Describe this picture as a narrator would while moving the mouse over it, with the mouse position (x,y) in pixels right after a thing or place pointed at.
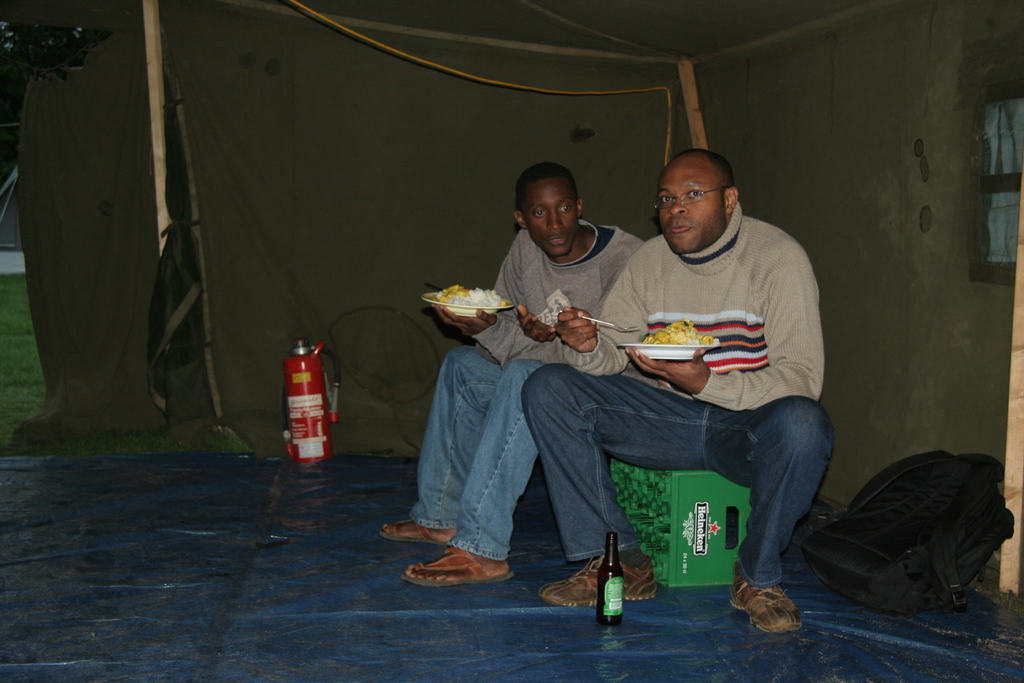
In this picture we can see two persons (557,326) sitting on a platform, they are holding food items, here we can see a bottle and fire extinguisher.
